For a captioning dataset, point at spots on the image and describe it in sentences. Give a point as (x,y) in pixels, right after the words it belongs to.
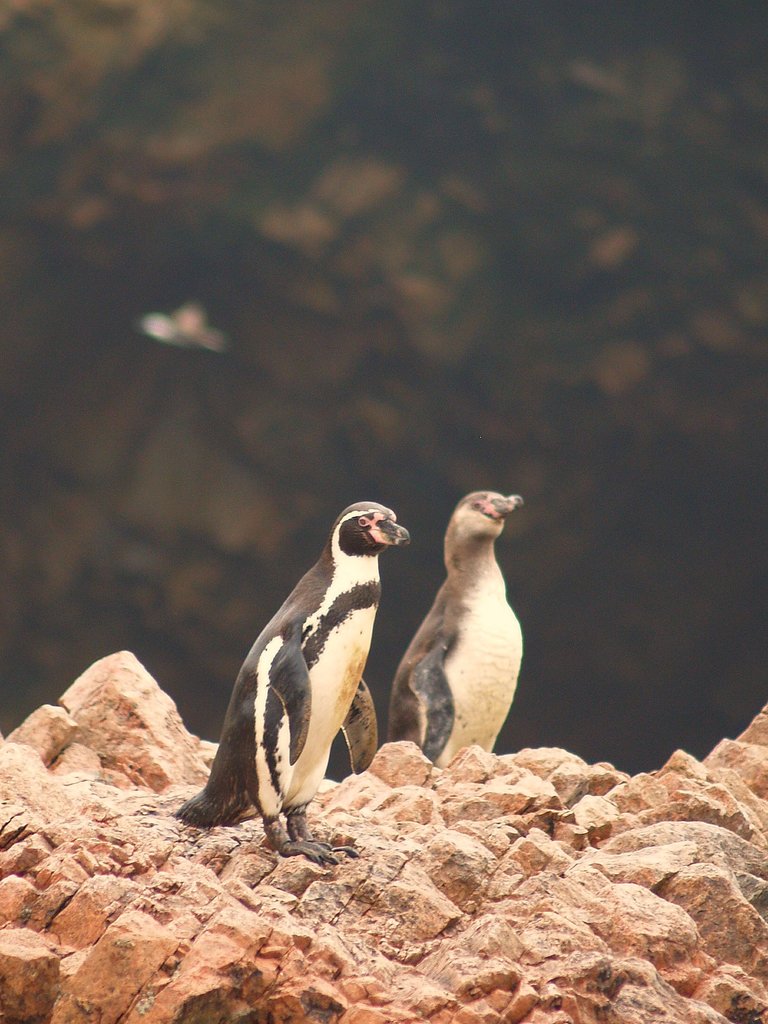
In this image we can see two penguins (457,708) on the rocks (341,882), also the background (749,552) is blurred.
